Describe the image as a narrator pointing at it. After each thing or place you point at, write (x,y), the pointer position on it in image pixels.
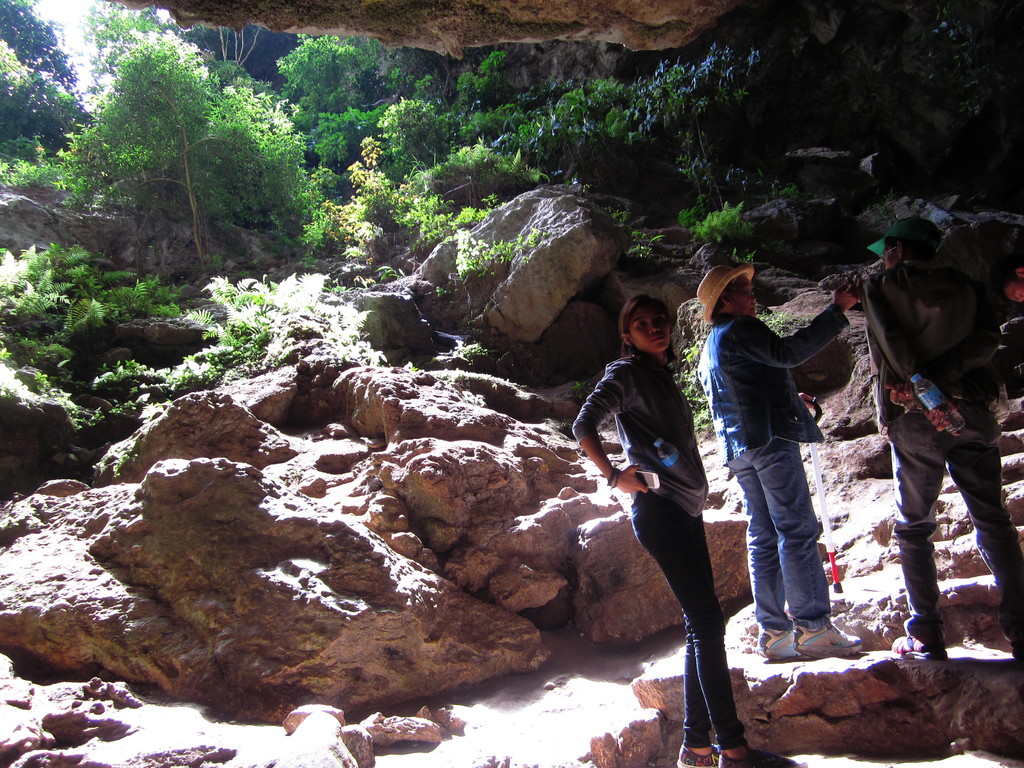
This picture is clicked outside. On the right (966,381) we can see the three persons (779,345) standing on the ground (734,670). In the center (406,449) we can see the rocks (434,389) and some plants (437,187). In the background (158,121) there is a sky (86,78), trees (17,86) and rocks (461,38).
